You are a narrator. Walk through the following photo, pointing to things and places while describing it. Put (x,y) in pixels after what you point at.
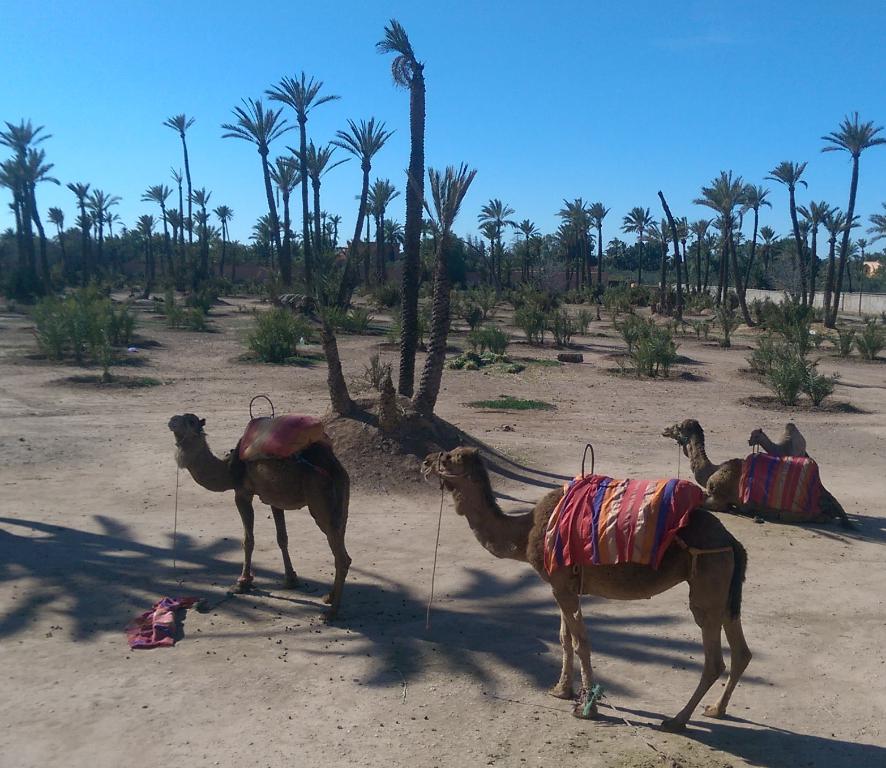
In this image we can see some camels (311,436), there are plants (309,335), trees (434,390) and the wall (750,292), in the background (481,131) we can see the sky (647,99).
